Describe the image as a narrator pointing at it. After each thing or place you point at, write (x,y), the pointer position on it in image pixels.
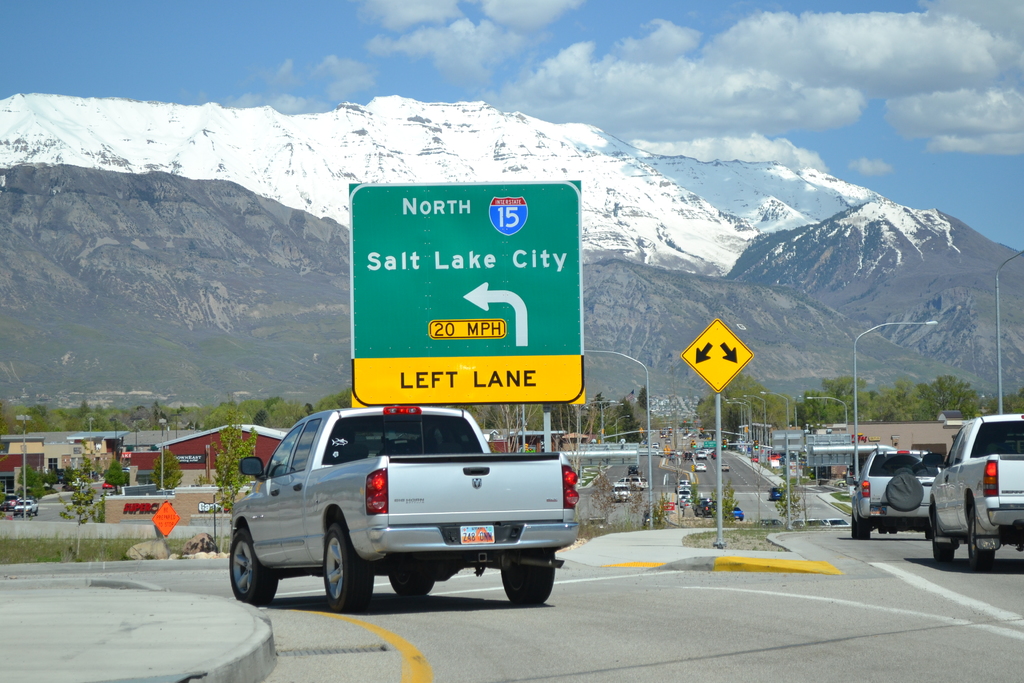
In this image we can see some vehicles (577,494) which are moving on the road (738,478), we can see some signage boards (401,385), trees (107,414) and some houses (181,468) and in the background of the image (867,69) there are some mountains (500,161) and cloudy sky (465,40).
